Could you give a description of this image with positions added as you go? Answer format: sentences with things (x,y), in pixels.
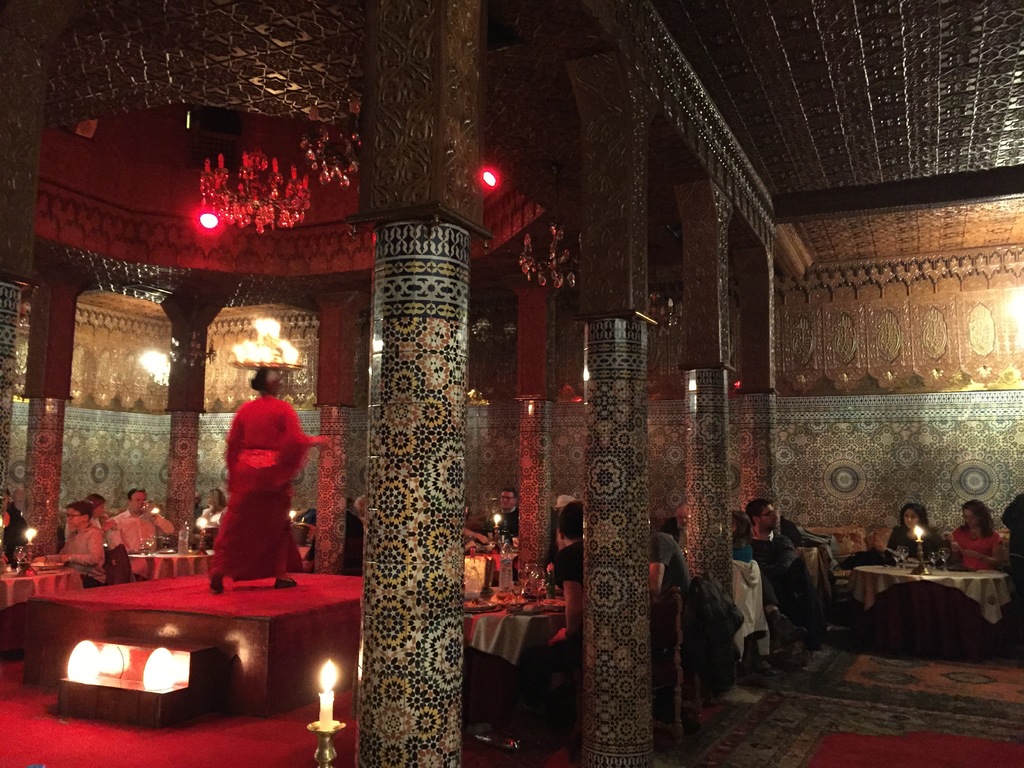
In this picture there are people (795,590) those who are sitting around the table (861,588) and there is a lady (274,557) at the left side of the image (249,377) on the stage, the walls (735,469) and ceiling (809,233) of this place are decorated as this is the view of the hotel (401,433).
